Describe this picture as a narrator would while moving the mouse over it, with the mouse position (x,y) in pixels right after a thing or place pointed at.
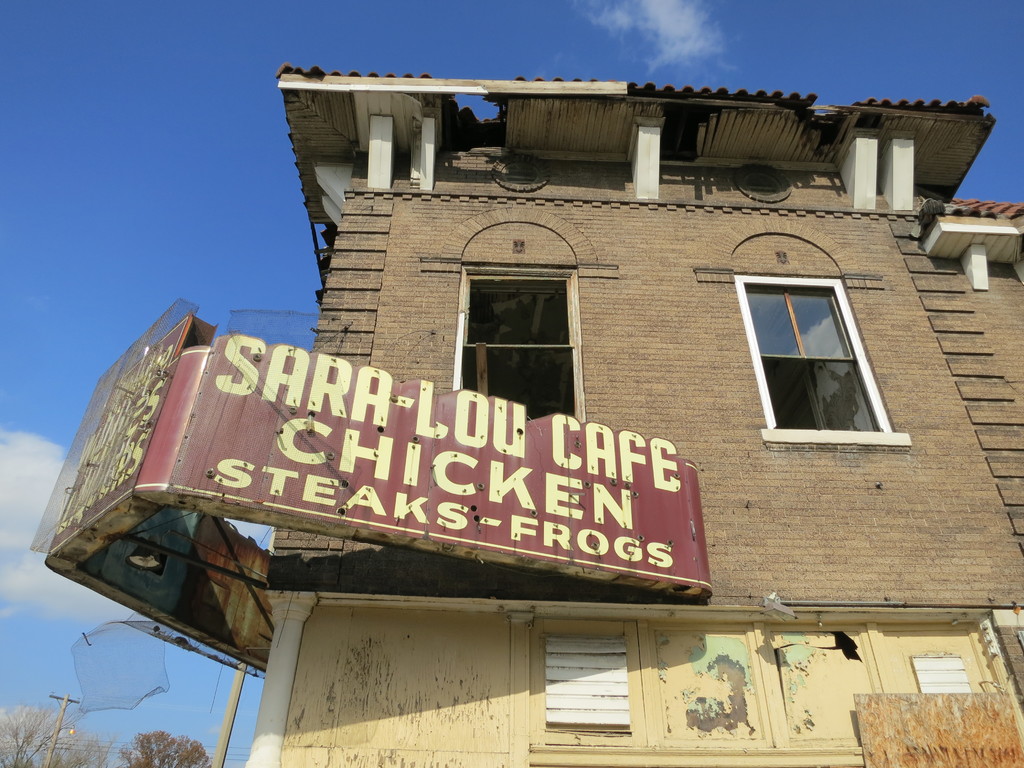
In the foreground of this image (400,467), there are board (218,492) to a building (607,313). In the background (75,145), there is sky (39,160), cloud (18,473), a pole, cables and trees (162,754).
